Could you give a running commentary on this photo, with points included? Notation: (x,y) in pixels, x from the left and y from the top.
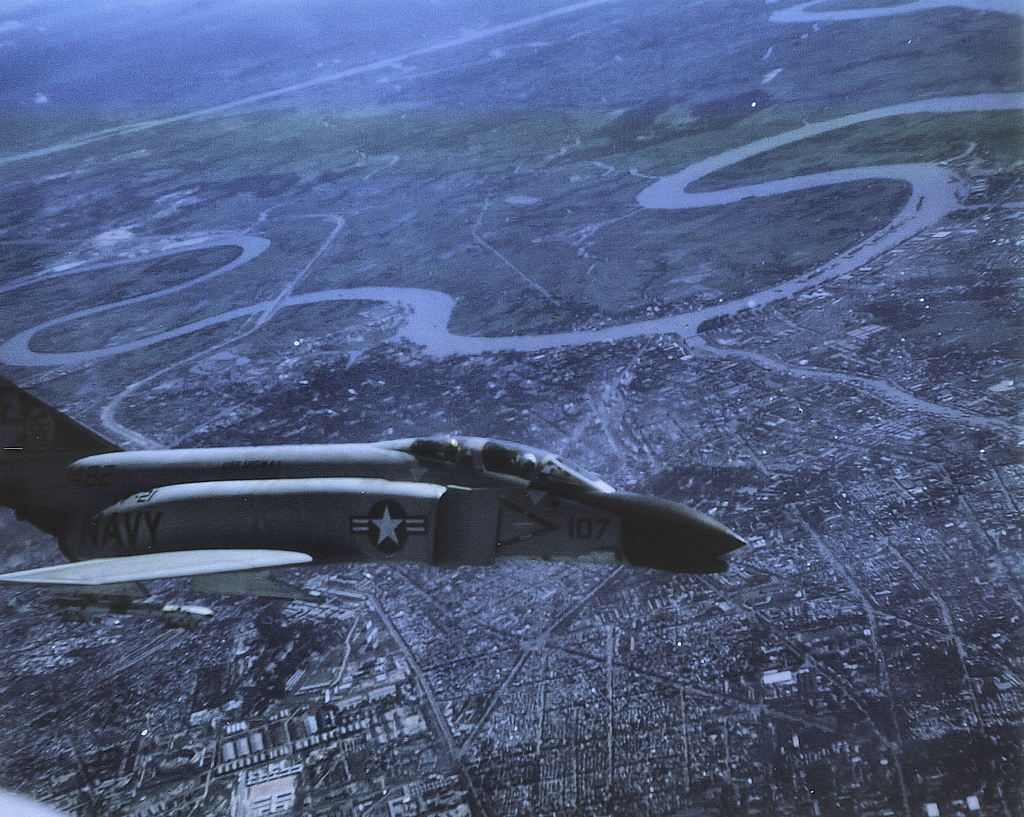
In this picture, we see an airplane (429,447) which is in grey color. At the bottom of the picture (295,770), we see many buildings (335,746) and trees (266,683) in the city (479,759). In the background (550,293), we see the road (311,264) and this is the top view of the city (500,778).
